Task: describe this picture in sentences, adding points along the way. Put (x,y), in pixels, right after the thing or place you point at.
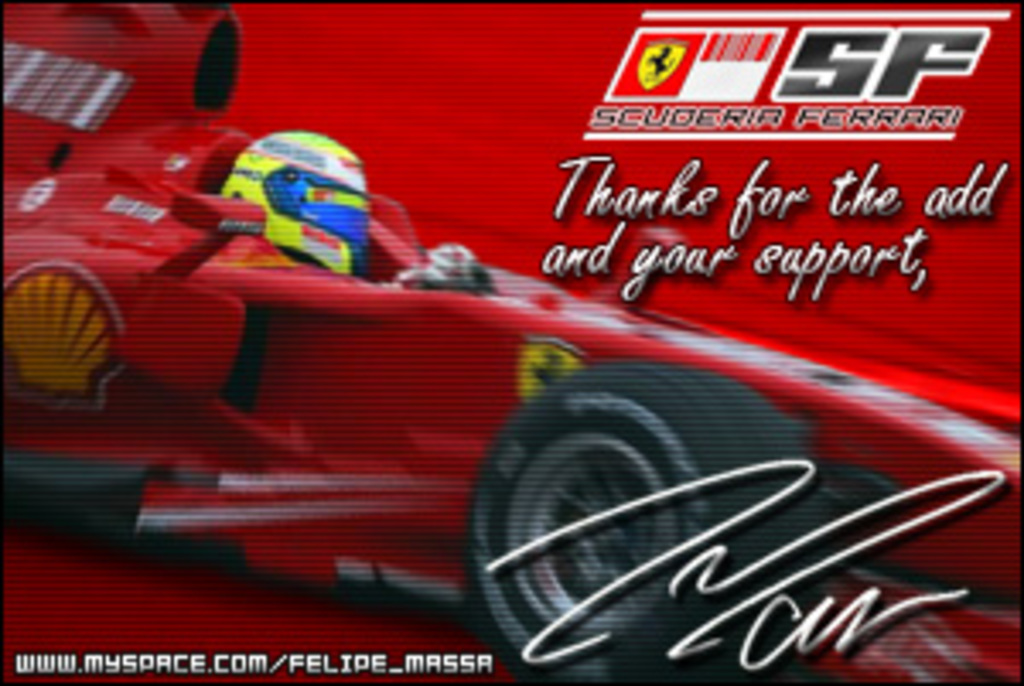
This is the poster of a car race. A person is riding a car (500,383) which is red in color. The background (665,176) in red.
